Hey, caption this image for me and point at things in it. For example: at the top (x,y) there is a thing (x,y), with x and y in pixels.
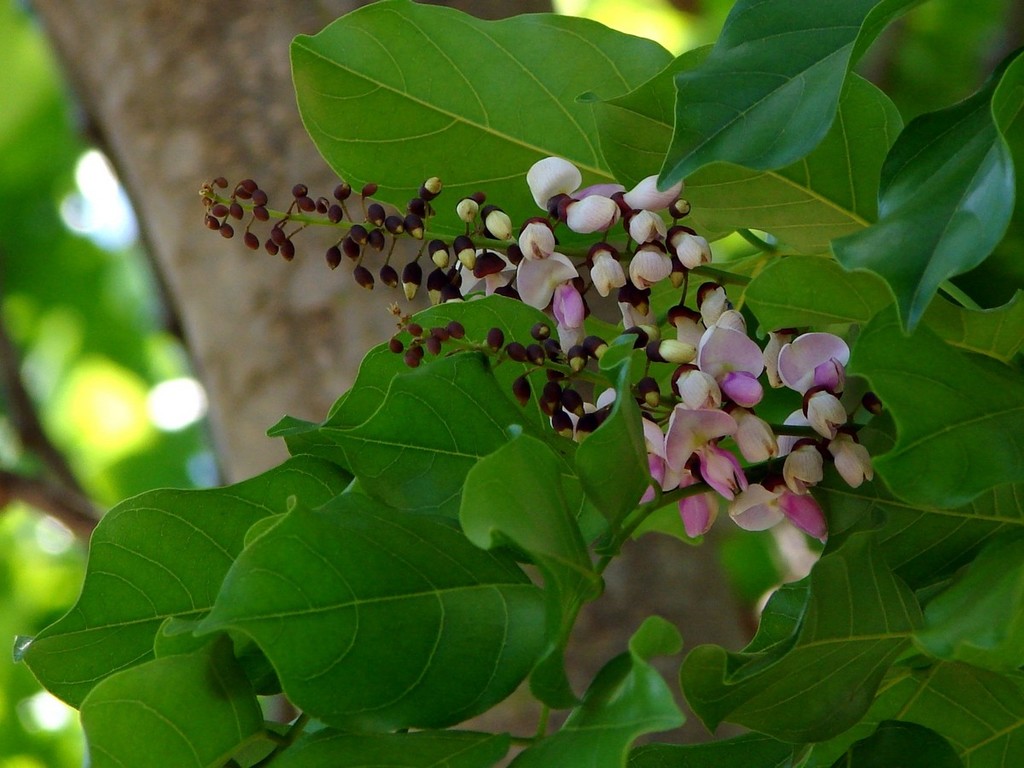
This picture shows a tree (155,203) and we see leaves (499,202) and flowers (707,459).
